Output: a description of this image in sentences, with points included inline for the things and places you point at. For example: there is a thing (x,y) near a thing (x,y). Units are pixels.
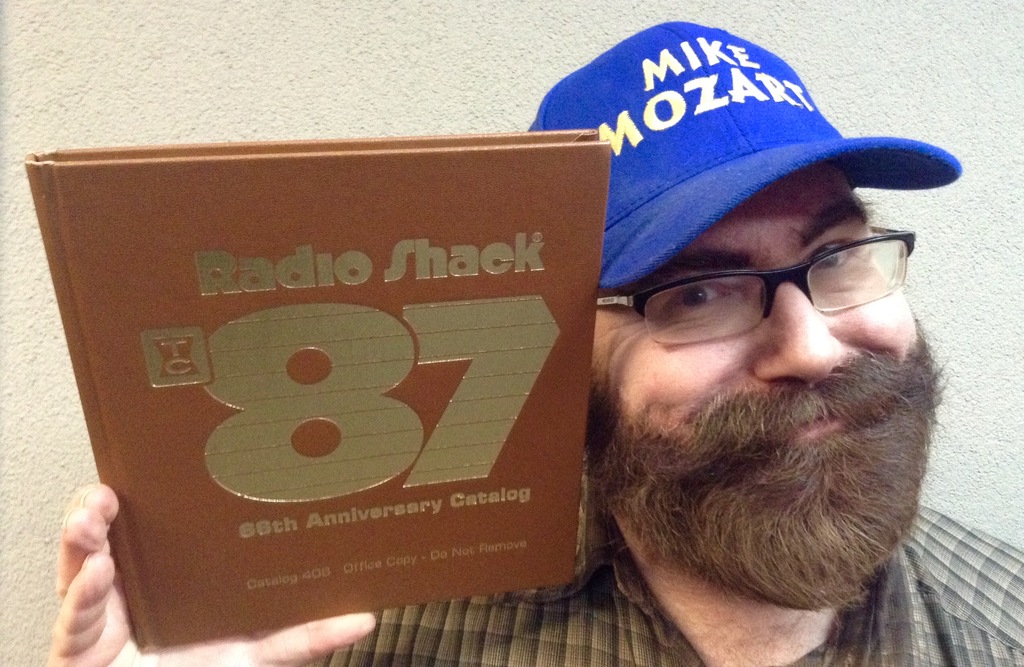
We can see a man (616,172) is holding a book (306,399) in his hand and there is a cap (707,187) on his head (706,269). In the background (117,65) there is a wall (117,65).
